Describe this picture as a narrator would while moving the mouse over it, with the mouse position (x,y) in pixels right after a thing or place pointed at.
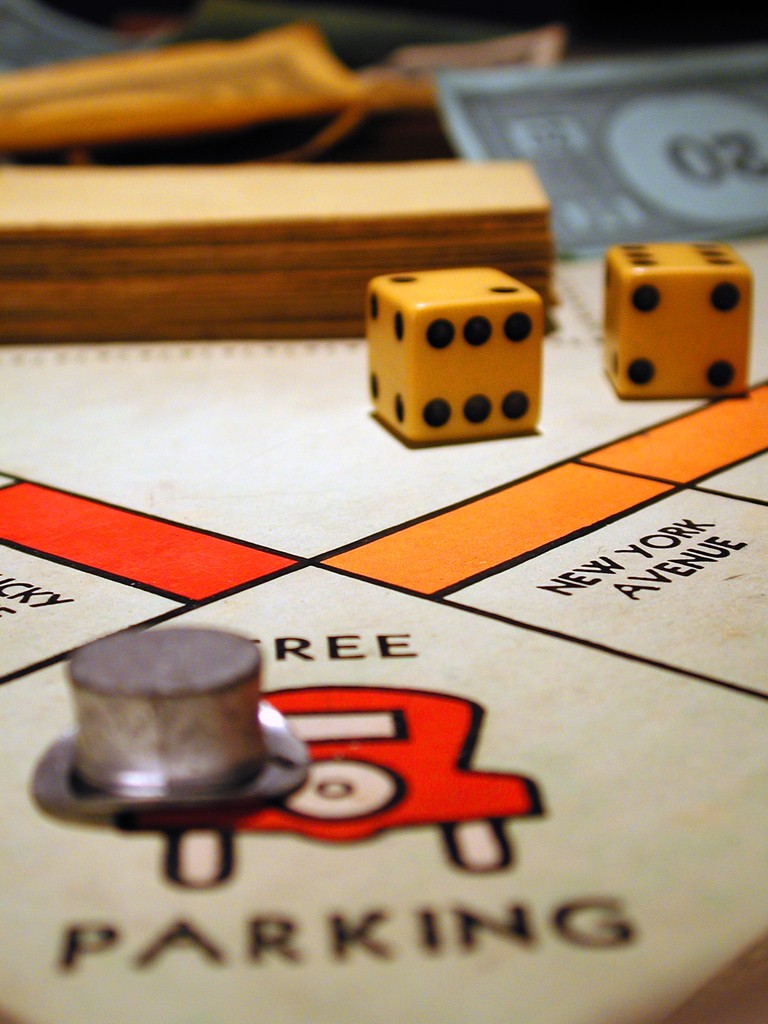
In this image we can see two dice (474,392), a currency note (613,170), some papers (245,192) and an object (228,733) placed on the surface (540,615) with some text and drawing (457,766).
